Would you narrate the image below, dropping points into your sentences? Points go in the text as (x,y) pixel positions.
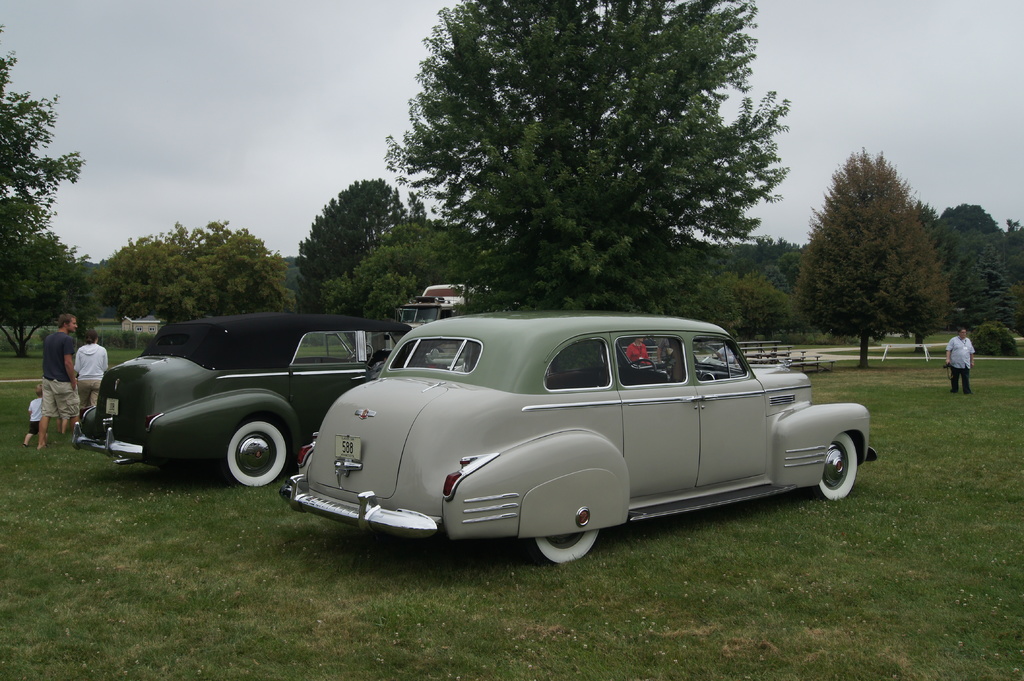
In the image in the center (420,369), we can see few vehicles (419,406). In the background (164,30), we can see the sky (206,223), trees (851,261), plants (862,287), grass (849,364) and few people (40,391) are standing.
